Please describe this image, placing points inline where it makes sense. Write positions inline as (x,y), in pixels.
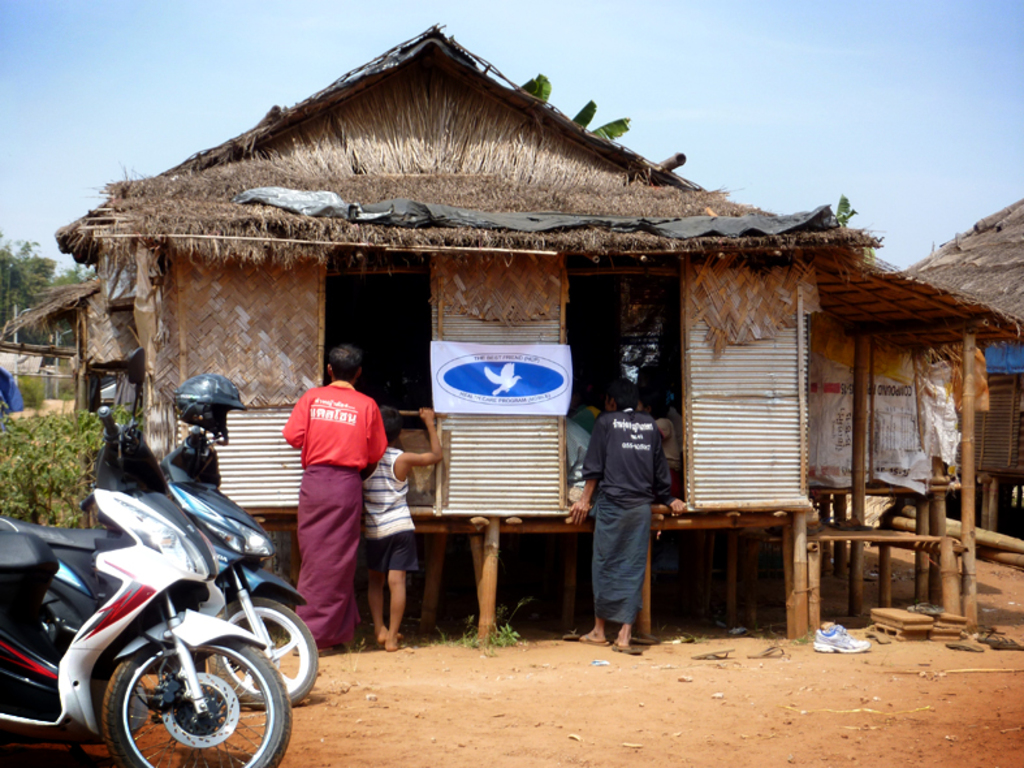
In this picture we can see three persons (346,508) standing. In front of the three persons (606,518), there is a group of people (575,407) sitting in a hut (302,385). On the left side of the image (235,587), there are vehicles (66,596), trees (26,450) and poles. On the right side of the image (1013,426), there is another hut (1013,452). At the top of the image (630,62), there is the sky (578,55).
